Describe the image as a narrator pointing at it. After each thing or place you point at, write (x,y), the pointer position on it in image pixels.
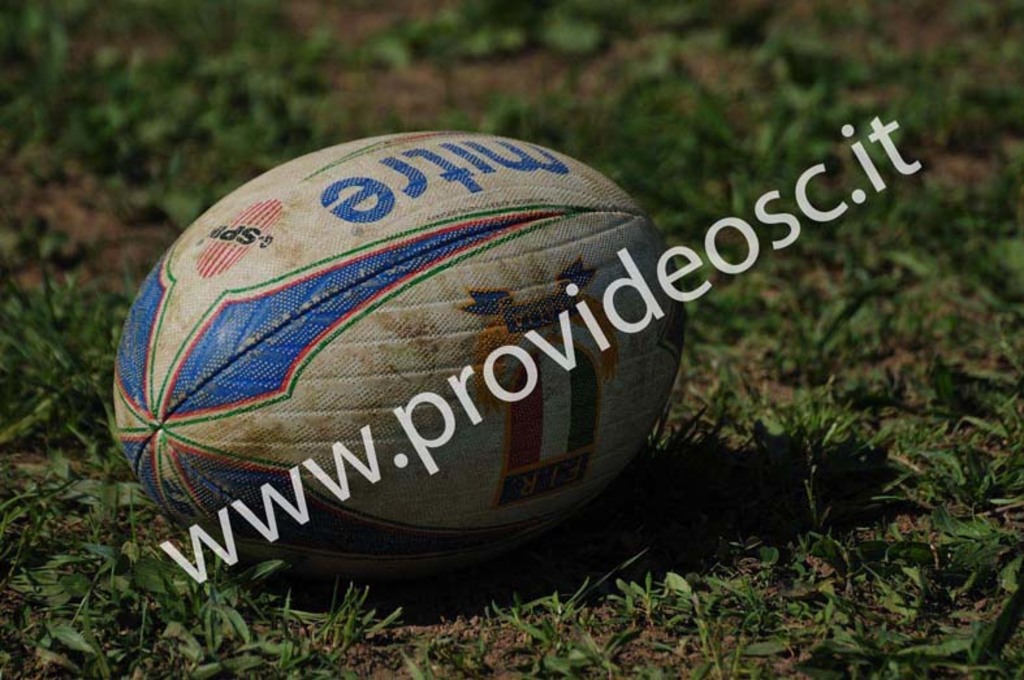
Rugby ball (405,319) is present in the green grass (669,197).
